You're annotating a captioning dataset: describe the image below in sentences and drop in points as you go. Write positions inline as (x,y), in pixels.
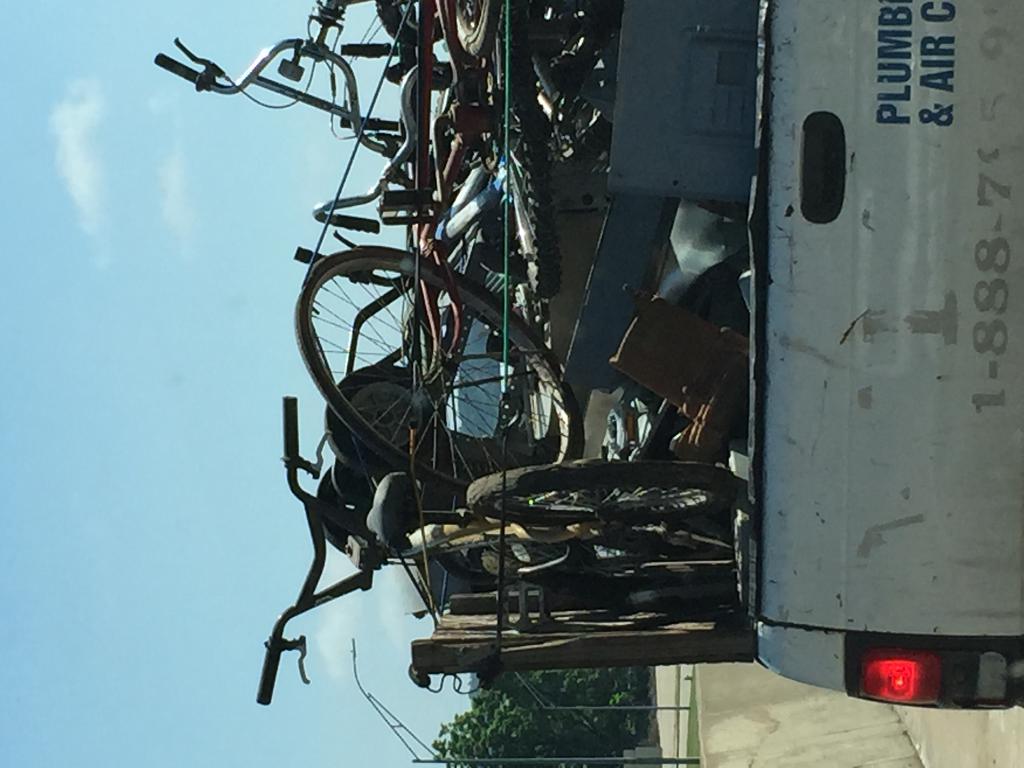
We can see bicycles (515,420) and objects (632,354) in a vehicle (758,309) and wall (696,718). We can see grass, poles (674,708) and light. In the background (553,720) we can see trees (503,727) and sky (223,314).
